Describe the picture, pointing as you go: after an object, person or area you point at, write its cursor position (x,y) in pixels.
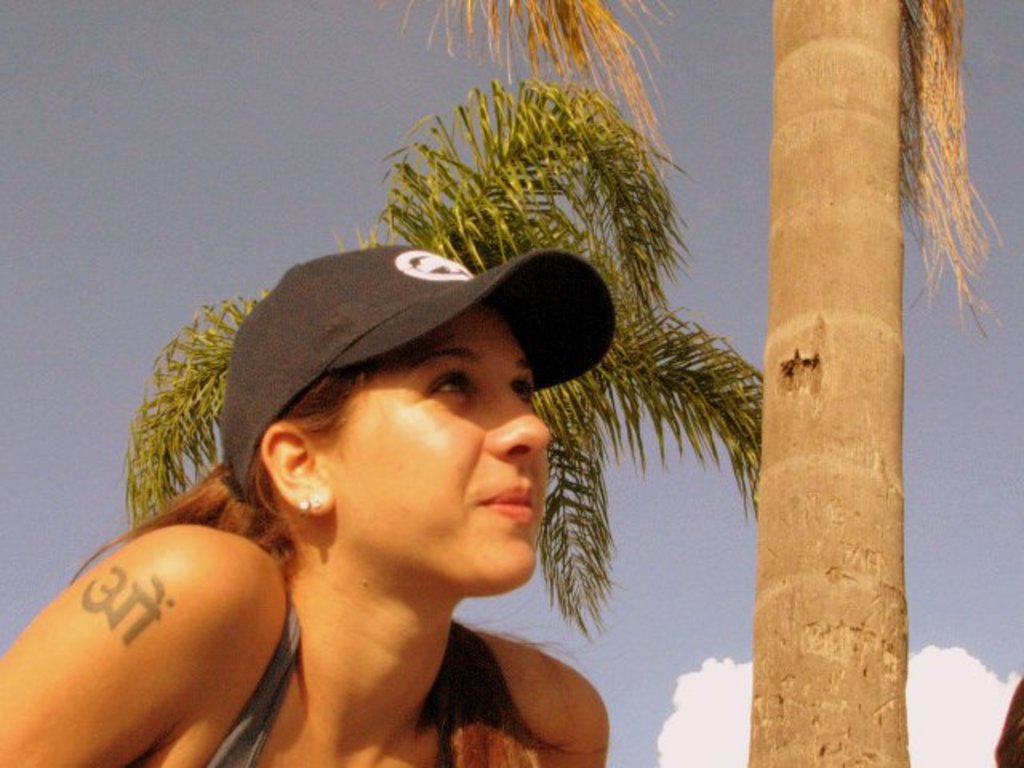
In this picture we can see a woman (271,543) with a cap (360,331). Behind the women (353,491) there are trees (853,477) and the sky (696,227).
